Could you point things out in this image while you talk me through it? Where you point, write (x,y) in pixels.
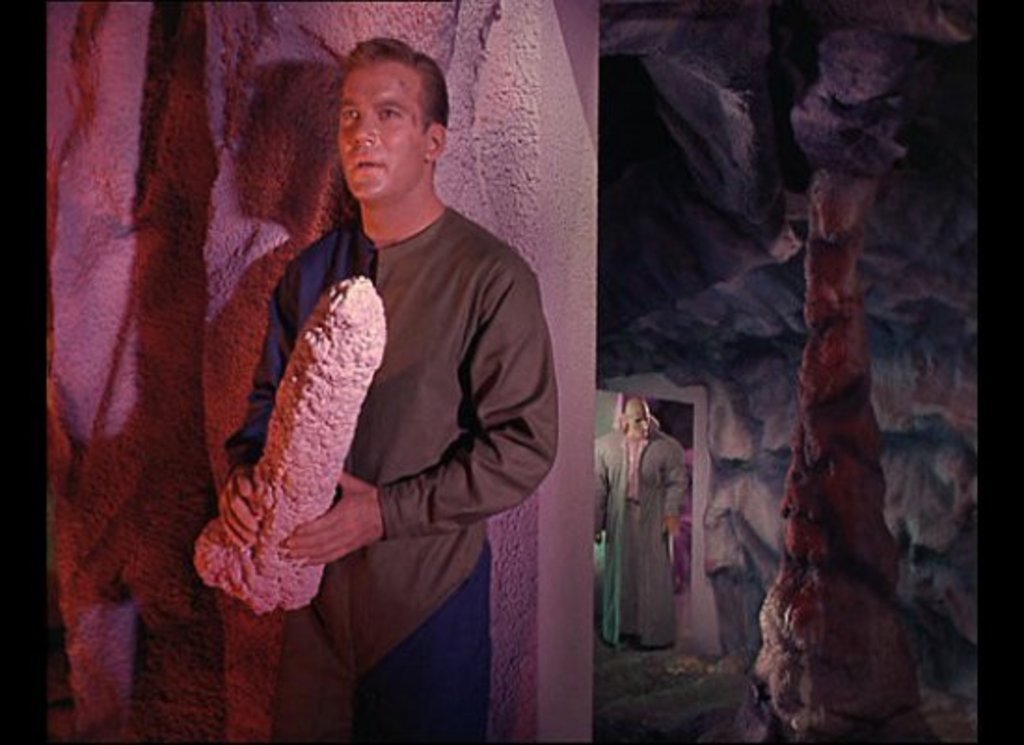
In this image I can see the person (385,283) with the dress (278,318) and holding an object (301,516). To the right (695,634) I can see some setting (863,620) and an another person (650,542) with the costume (607,522).
